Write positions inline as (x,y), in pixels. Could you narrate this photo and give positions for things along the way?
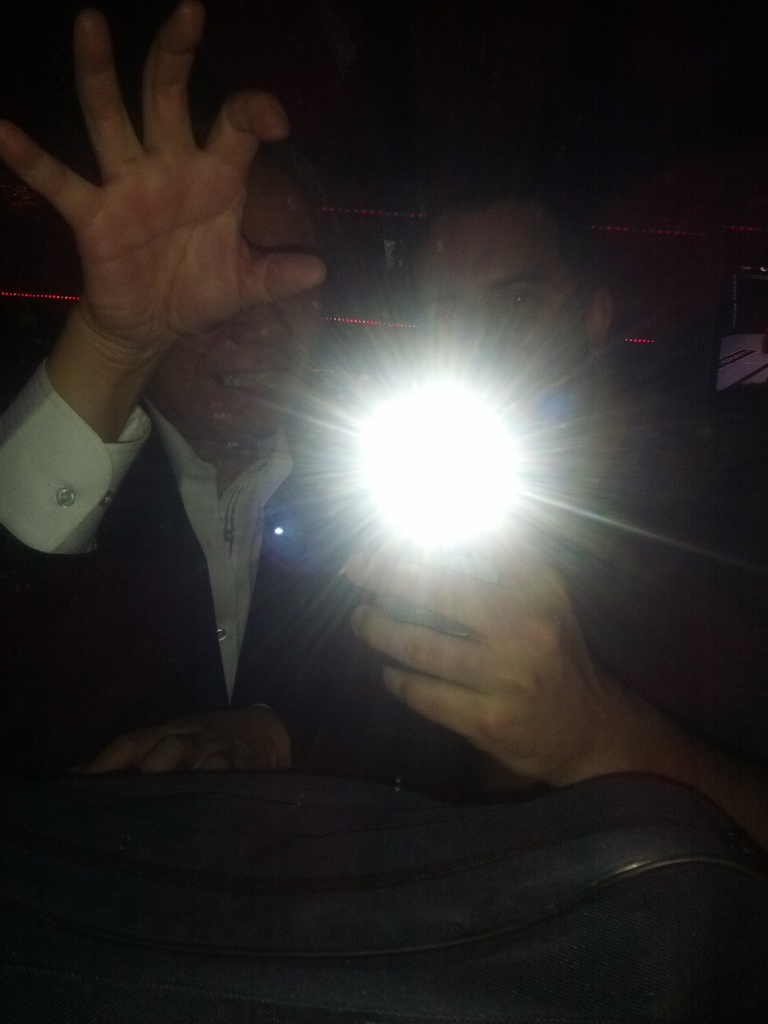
In this image, there are two people (239,427). The person (562,451) on the right side (562,451) is holding a light (517,427). At the bottom of the image (339,865), I can see an object (603,926). The background (245,56) looks dark.
